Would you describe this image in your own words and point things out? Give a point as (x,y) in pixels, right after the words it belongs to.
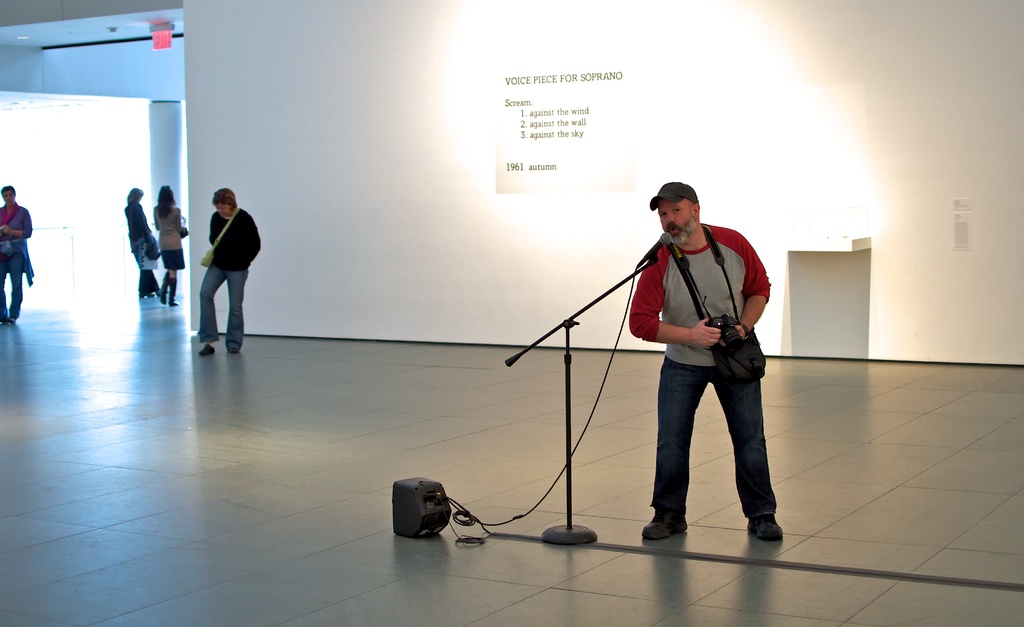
In this picture I can see a man (694,201) standing in front (742,317) and I see that he is carrying a bag (721,364) and holding a camera (719,324). I can also see that, there is tripod (601,295) and a mic (650,256) in front of him and I can see the wires (483,538). On the left side of this picture (234,262) I can see 4 persons (21,272) standing. In the background (508,217) I can see the wall (404,83) and I see something is written and I can see the light (644,91).
